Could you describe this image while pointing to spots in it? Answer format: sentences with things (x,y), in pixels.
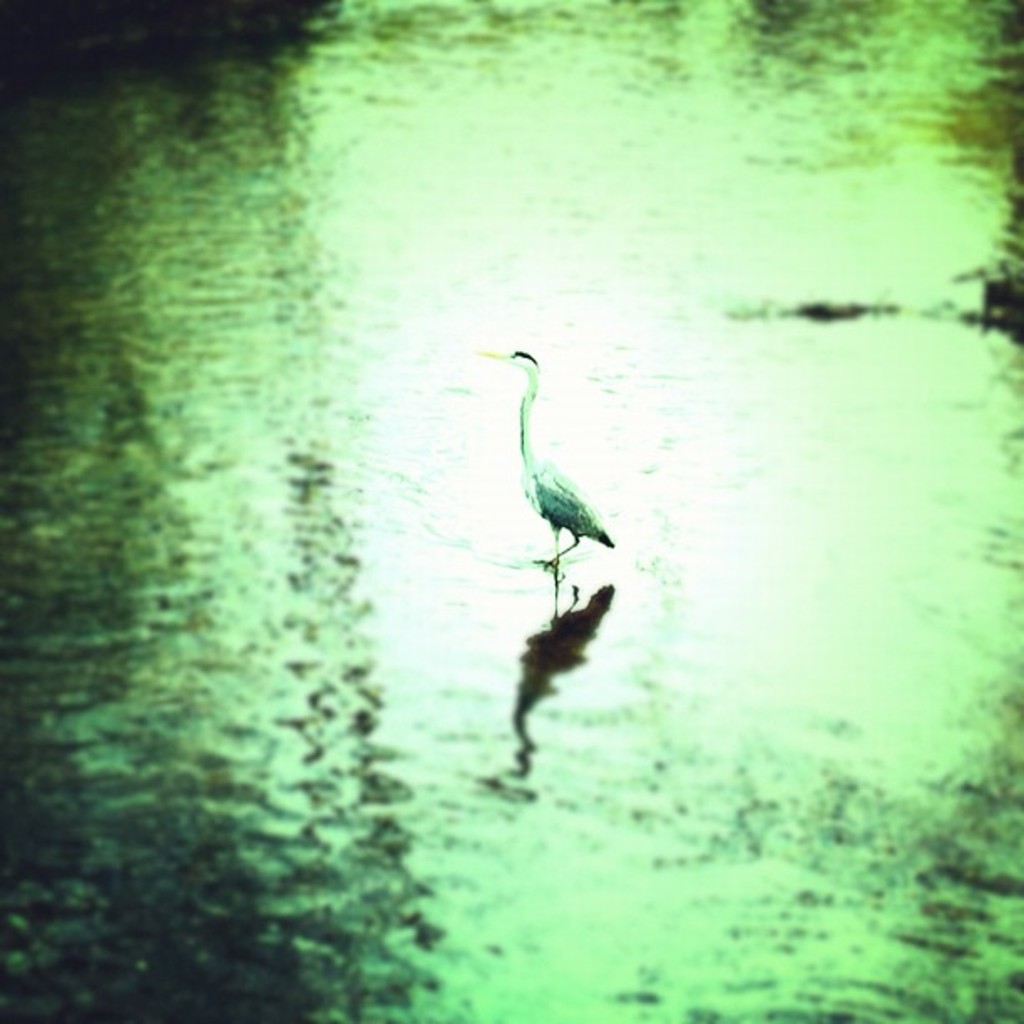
In this image, we can see a crane (572,514) walking in the water (782,439).
